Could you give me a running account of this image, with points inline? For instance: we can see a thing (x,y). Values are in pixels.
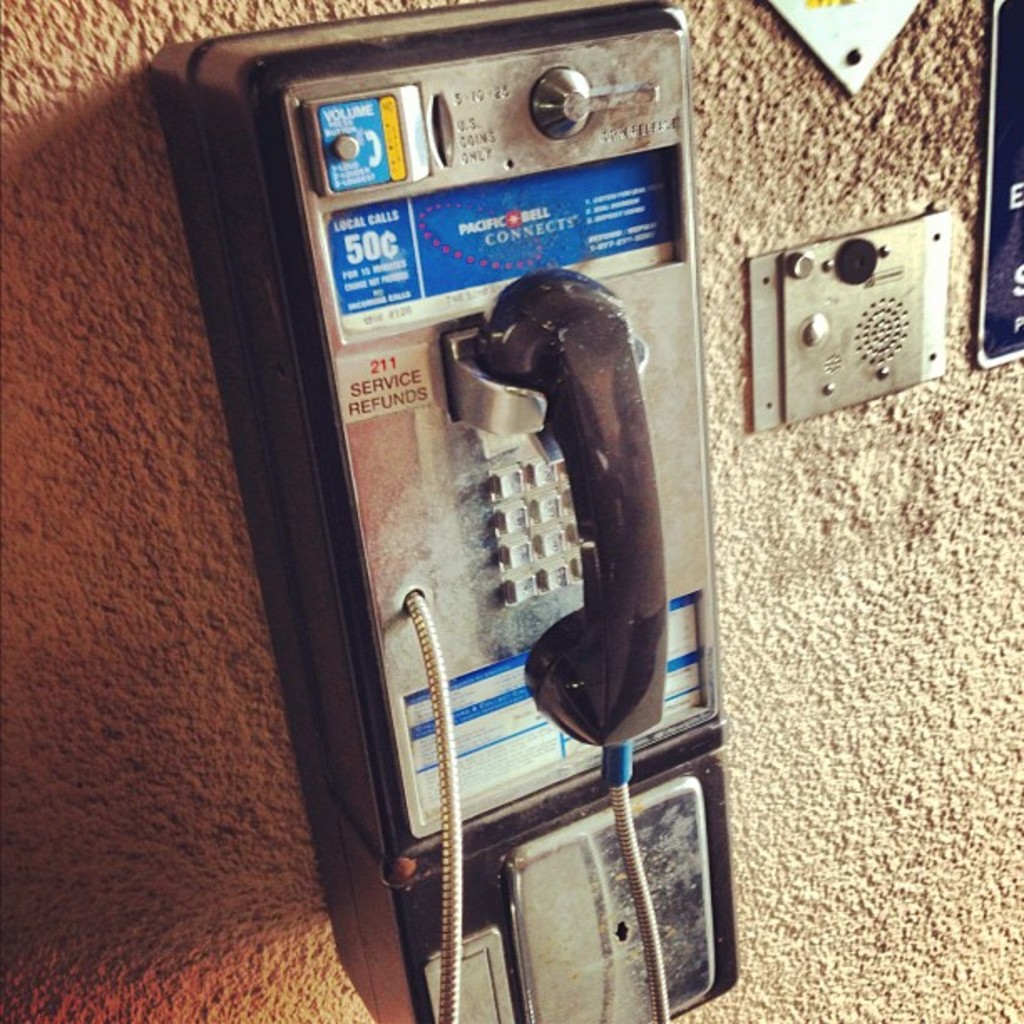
In the image there is a telephone (457,348) mounted on the wall (12,95).
